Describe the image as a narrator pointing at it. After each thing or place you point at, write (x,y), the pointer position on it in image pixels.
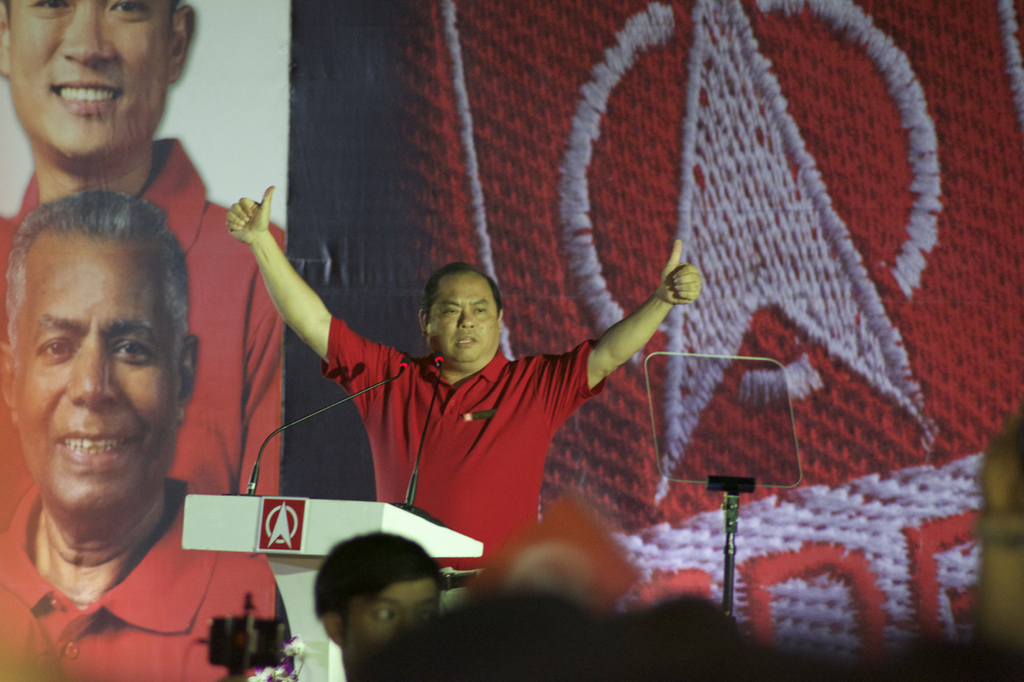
In this image we can see a person (504,373) standing at the lectern (323,528) and mics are placed on it. In the background (307,176) there is an advertisement (597,127) and a person (390,604).
